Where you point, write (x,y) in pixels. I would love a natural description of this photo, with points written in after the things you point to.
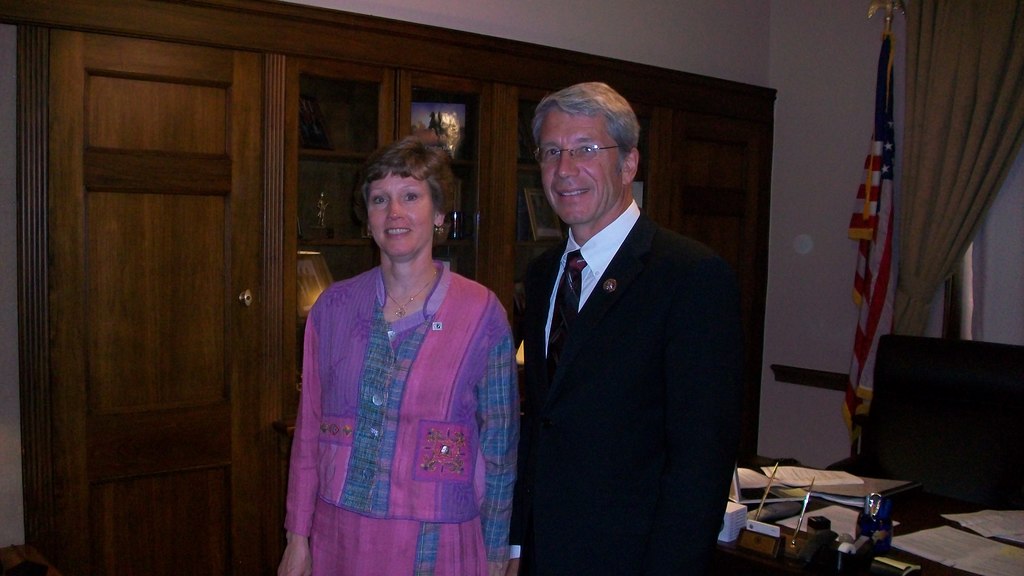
In this image I can see two people (615,266) with different color dresses (471,361). To the side of these people (698,545) I can see the table (790,572) and the chair (918,437). On the table (767,572) I can see the papers (754,487) and many objects (762,503). In the background (428,121) can see the cupboard (495,105), flag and the curtain (948,160). I can also see the wall (790,35) in the back (725,36).
